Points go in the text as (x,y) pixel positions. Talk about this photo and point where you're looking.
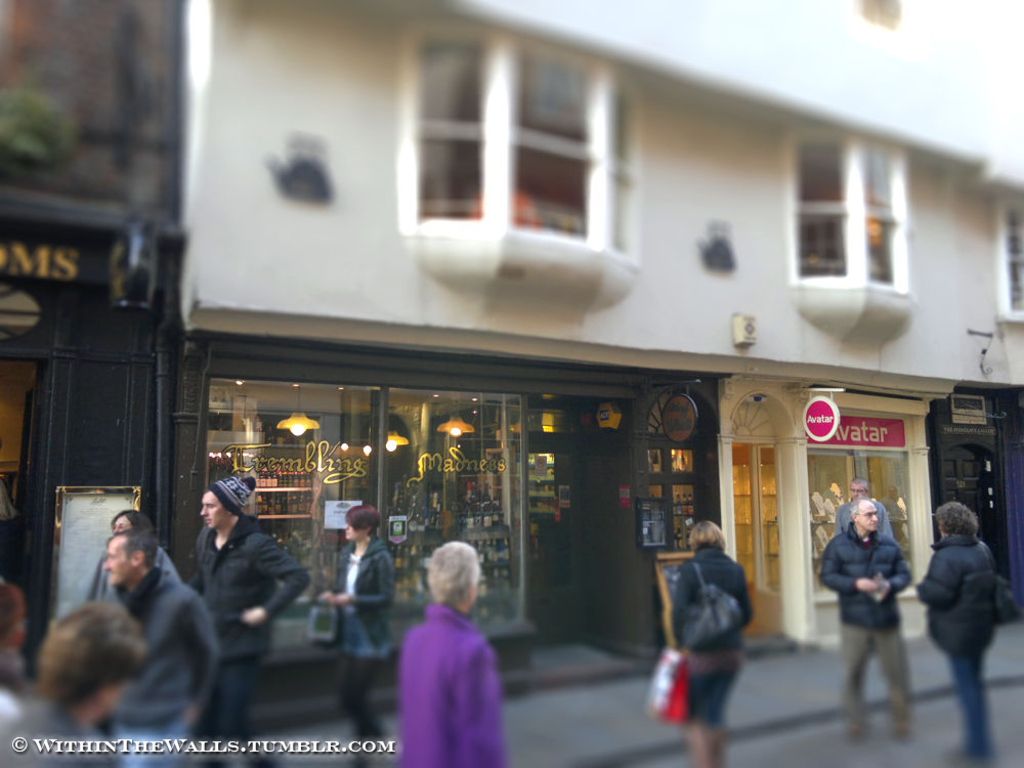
In the image there are few people (438,742) standing and walking in front of the building (433,376) on the road (866,764), it seems to be a store (418,427).
